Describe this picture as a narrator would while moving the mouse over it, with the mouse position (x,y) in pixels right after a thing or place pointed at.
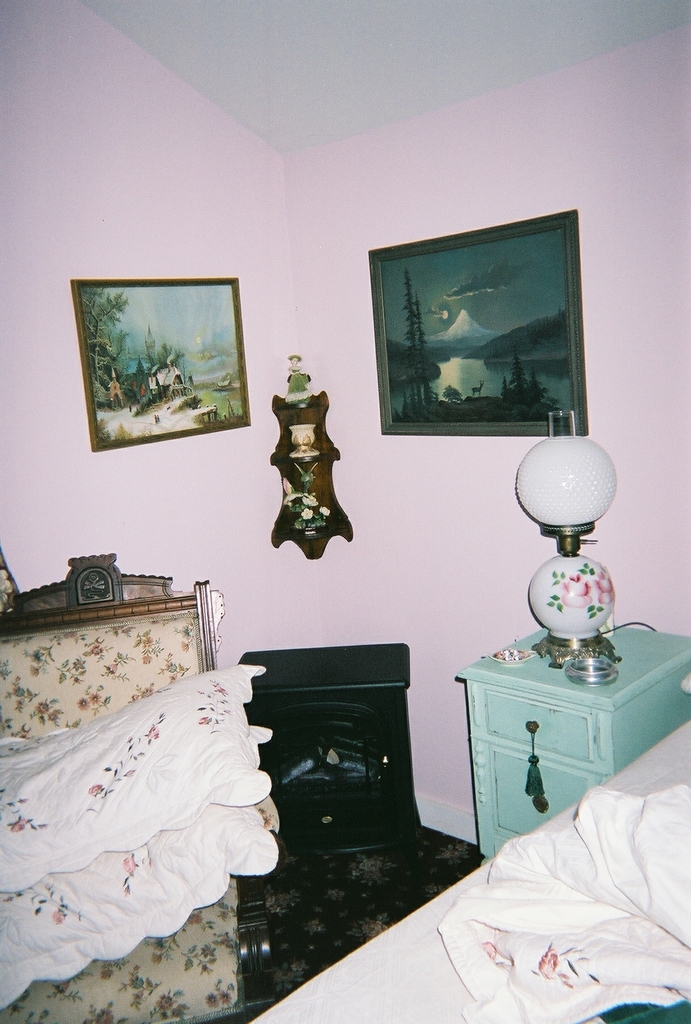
In this image we can see a bed (561,915) over here. On the bottom left corner (116,740) we can see a sofa (71,664) and two white pillows (155,874). There is a two paintings (428,351) on the wall (467,190) and on the right side (576,732) there is a table (604,712) on which there is a lamp (572,532). Over here we can see a black fireplace (348,707).
